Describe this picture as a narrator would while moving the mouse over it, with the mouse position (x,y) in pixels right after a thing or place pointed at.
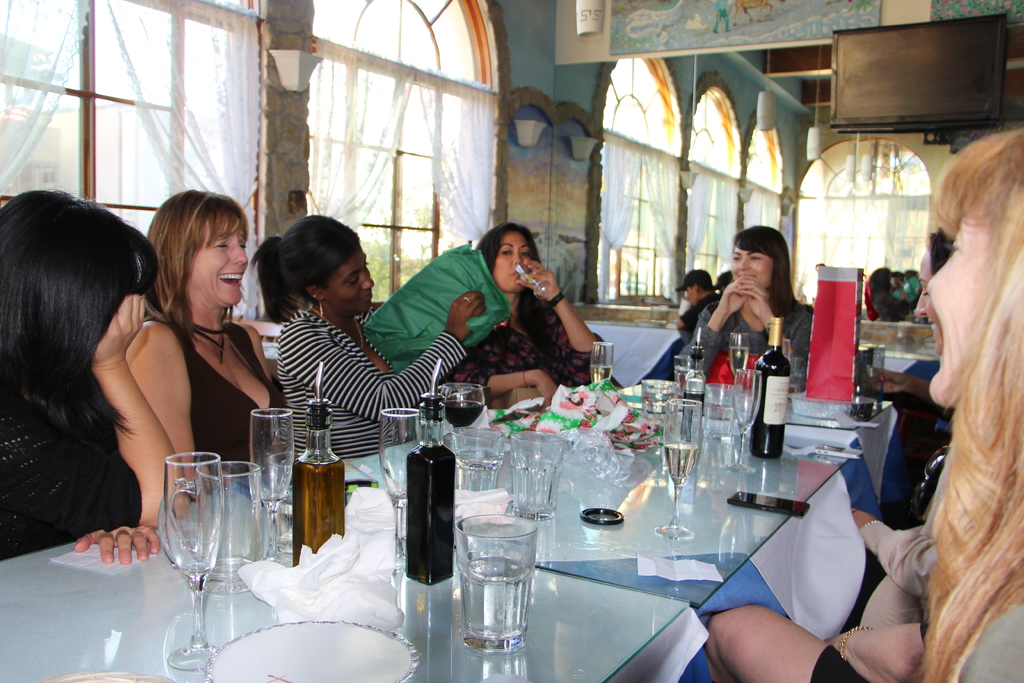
In the image we can see there are people (525,324) who are sitting on chair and on table (578,589) there are wine glasses (192,513) and wine bottles (764,411).
